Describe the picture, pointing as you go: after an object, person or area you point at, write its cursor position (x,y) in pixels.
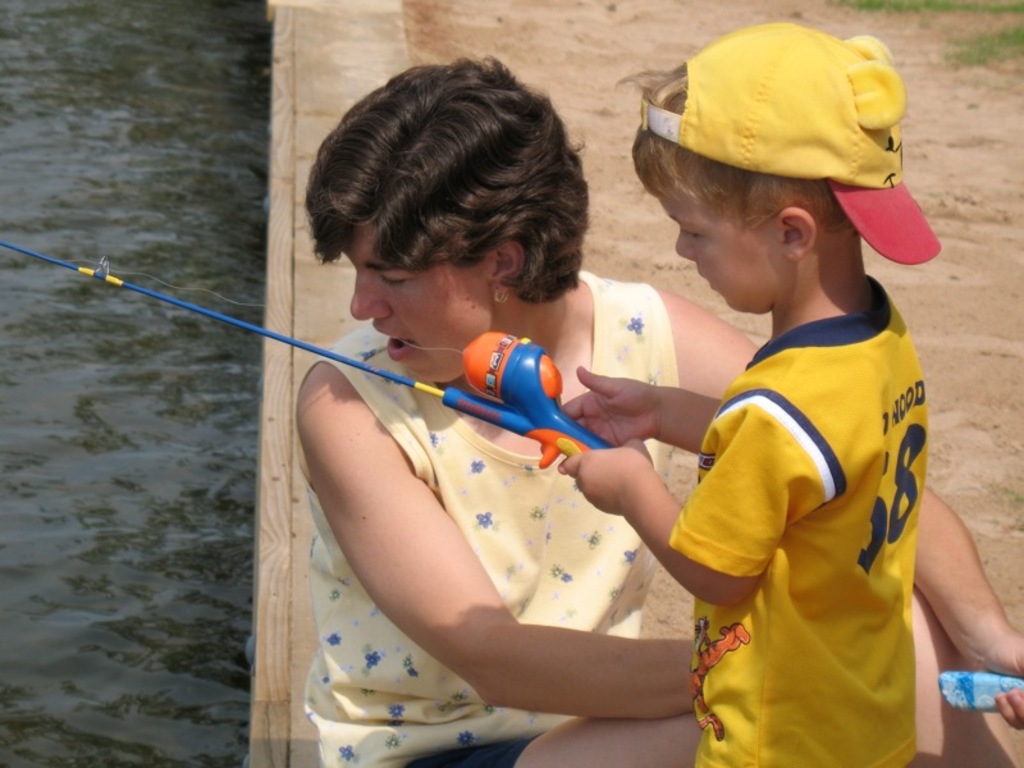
In the picture I can see a child (788,527) wearing yellow color T-shirt (817,394) and cap (767,62) is holding a fishing rod (544,408) in his hands (615,436) and standing here and here we can see a woman (475,622) wearing yellow color T-shirt (371,647) is sitting on the ground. On the left side of the image (130,524) I can see the water (94,524).
